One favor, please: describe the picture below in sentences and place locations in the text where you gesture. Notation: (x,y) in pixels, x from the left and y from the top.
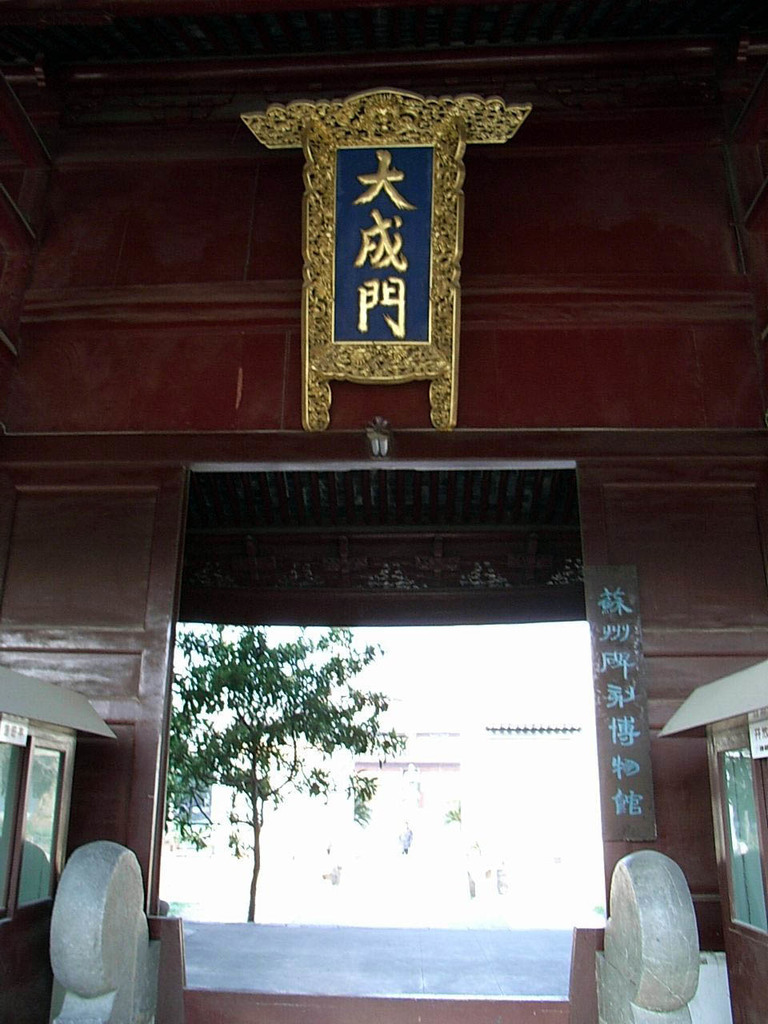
In this picture I can see inner view of a building (281,191) and I can see a tree (239,690) and another building (443,776).
